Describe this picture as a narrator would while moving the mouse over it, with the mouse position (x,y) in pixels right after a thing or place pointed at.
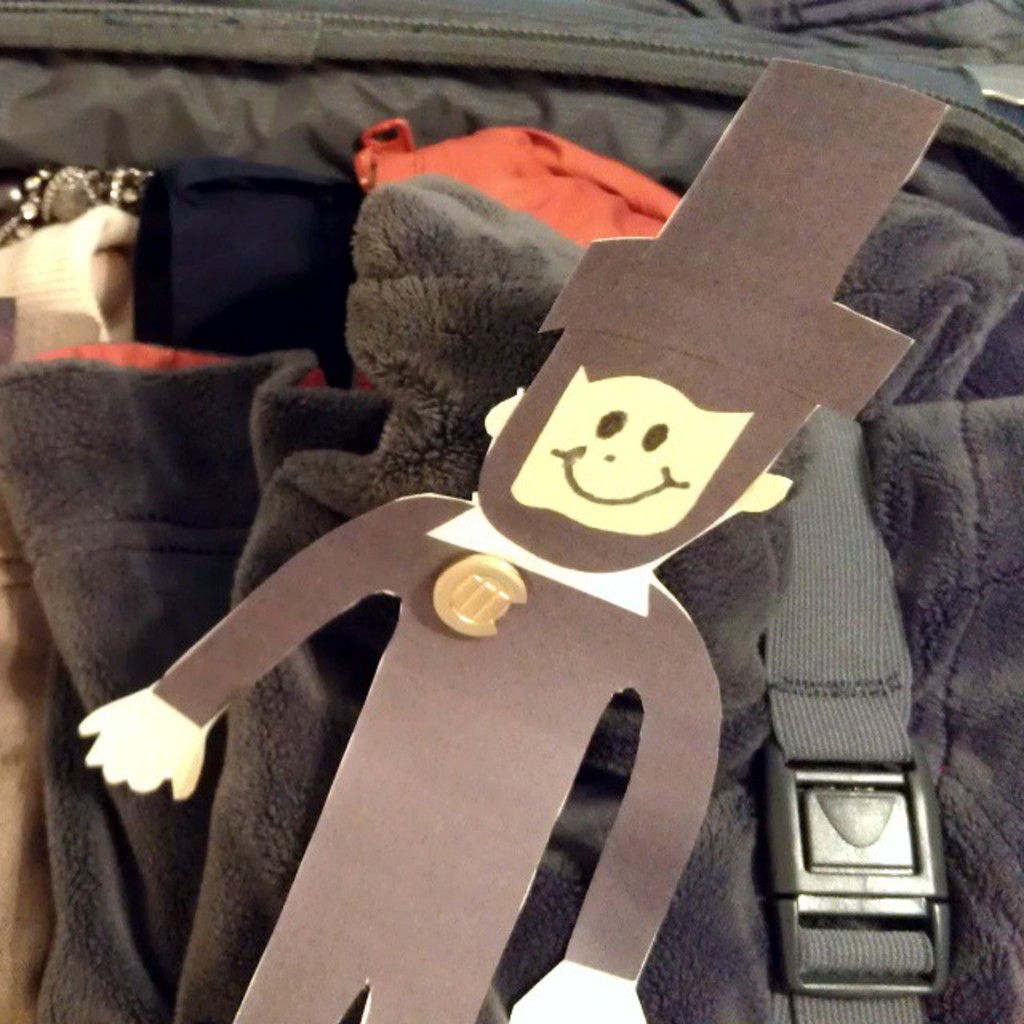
In this picture I can see there is a paper cutting (417,717) of a man (640,615) and there are few sweaters (396,430) and dresses (437,301) packed in a suit case (685,134) and there is a seat belt (796,567) attached to them in the luggage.
